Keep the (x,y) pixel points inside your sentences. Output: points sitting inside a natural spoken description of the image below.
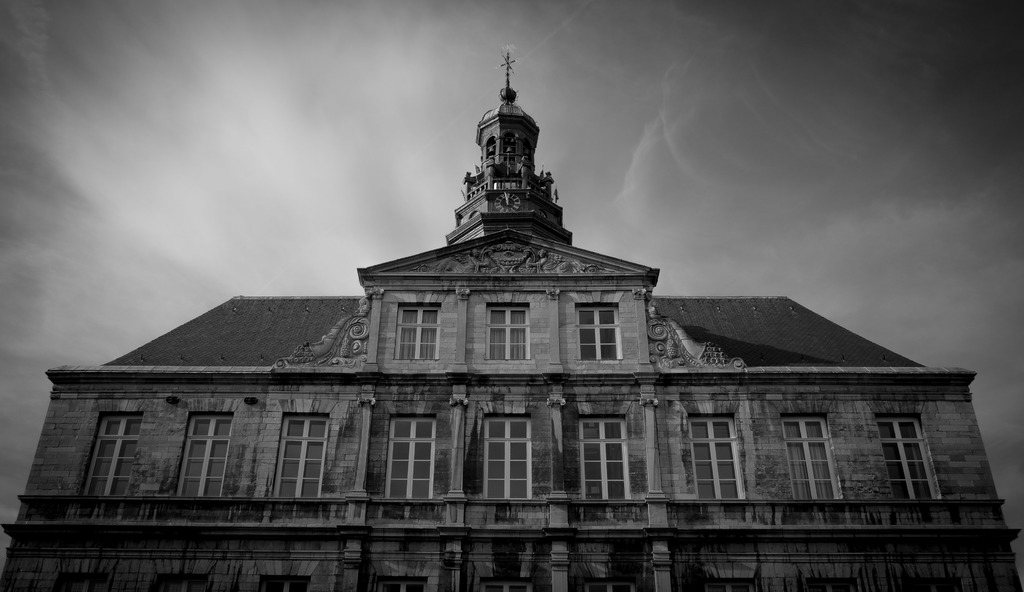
This is a black and white image. In this image we can see building (271,310) and statues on the top of it. In the background (858,196) there is sky (560,165) with clouds (320,165).
